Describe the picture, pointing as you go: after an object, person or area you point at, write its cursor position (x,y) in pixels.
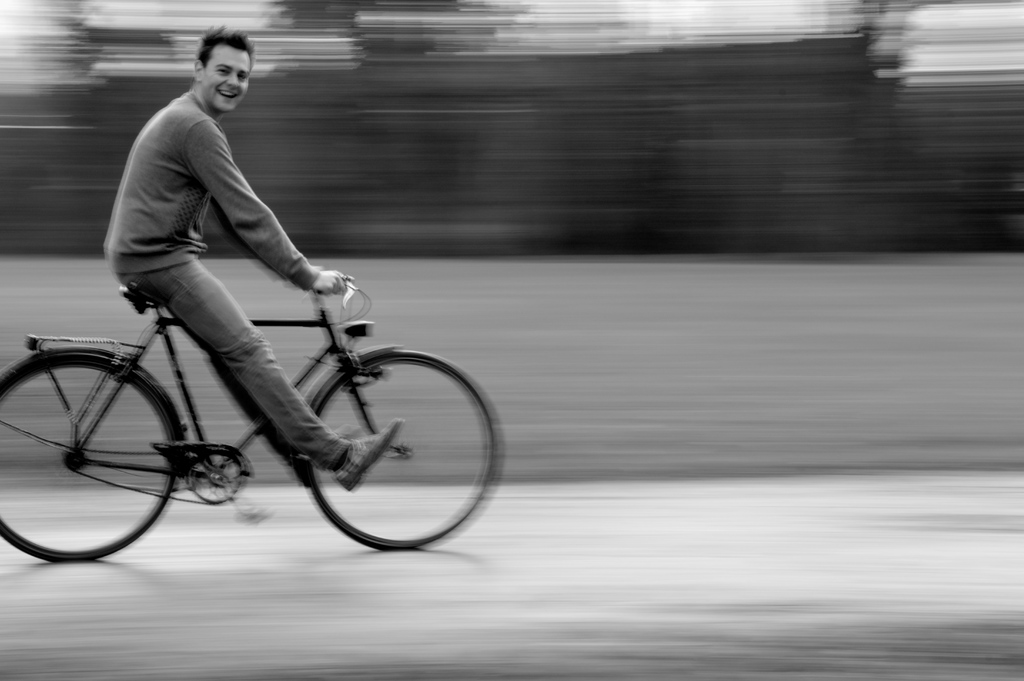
It is a black and white image of a man (216,101) who is riding bicycle (365,358) by holding a handle (344,286) and sitting on a seat (138,292). At the background (601,39) it's a blur.
